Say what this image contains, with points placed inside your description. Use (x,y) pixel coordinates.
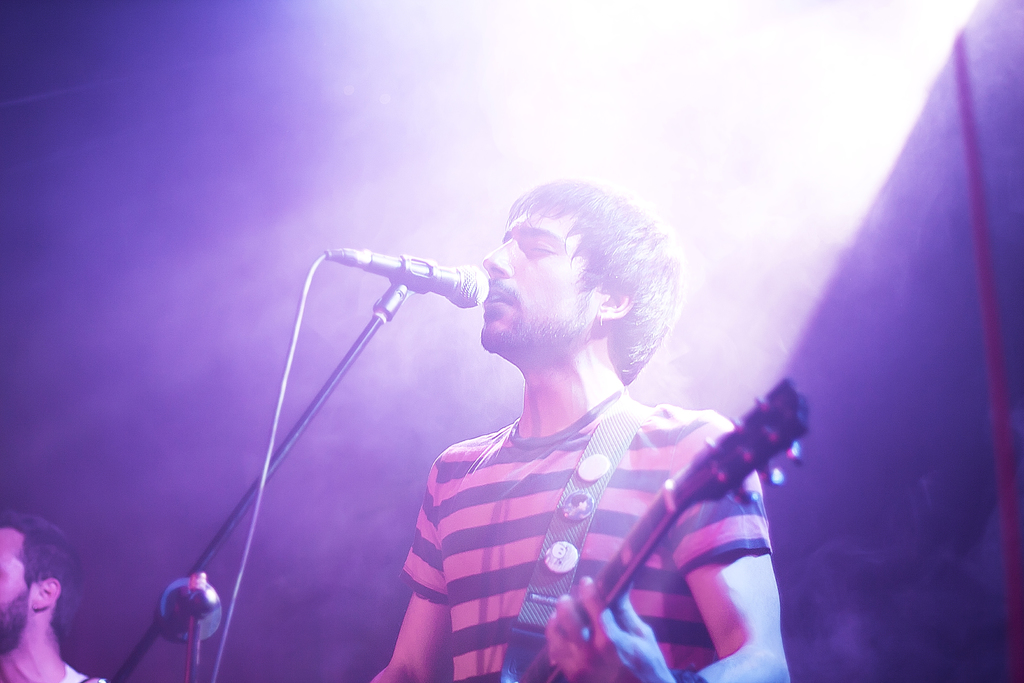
It is a music concert, a man (577,450) is holding a guitar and he is playing the guitar (611,590), he is also singing and beside him there is another person (10,598) standing, in the background (768,216) there is a light (498,143).
